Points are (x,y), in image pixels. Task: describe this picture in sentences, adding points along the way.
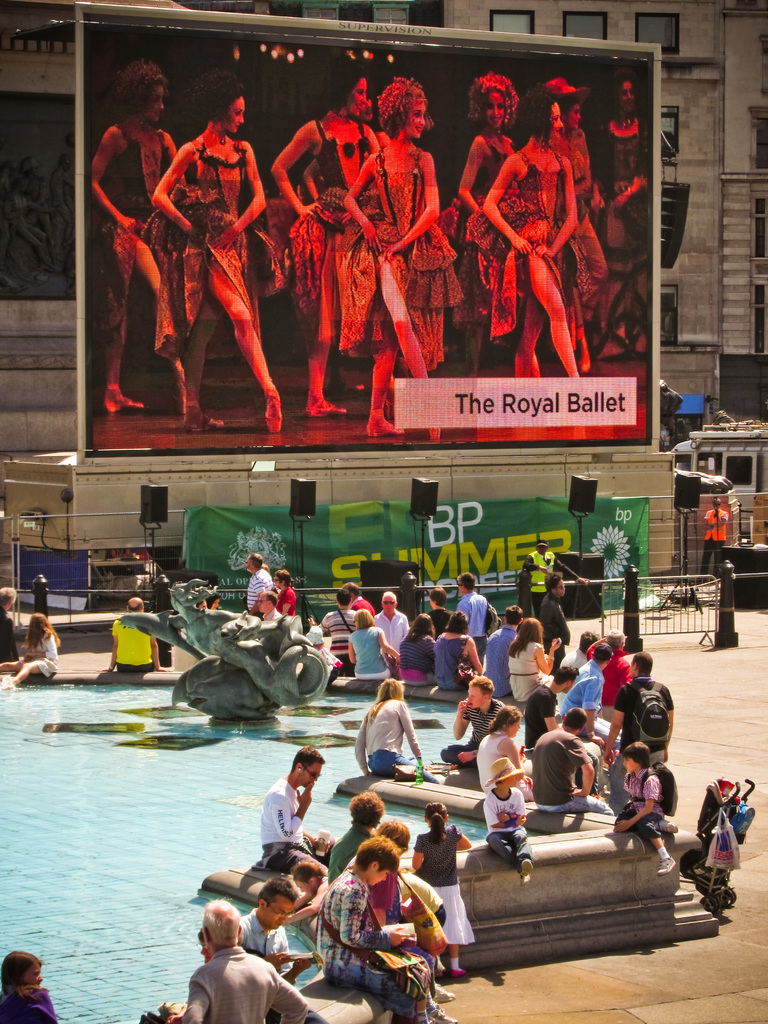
Here we can see a group of people (408,663), water (105,774) and sculpture (223,644). Background there are hoardings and speakers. To this building (703,193) there are glass windows (651,22).
